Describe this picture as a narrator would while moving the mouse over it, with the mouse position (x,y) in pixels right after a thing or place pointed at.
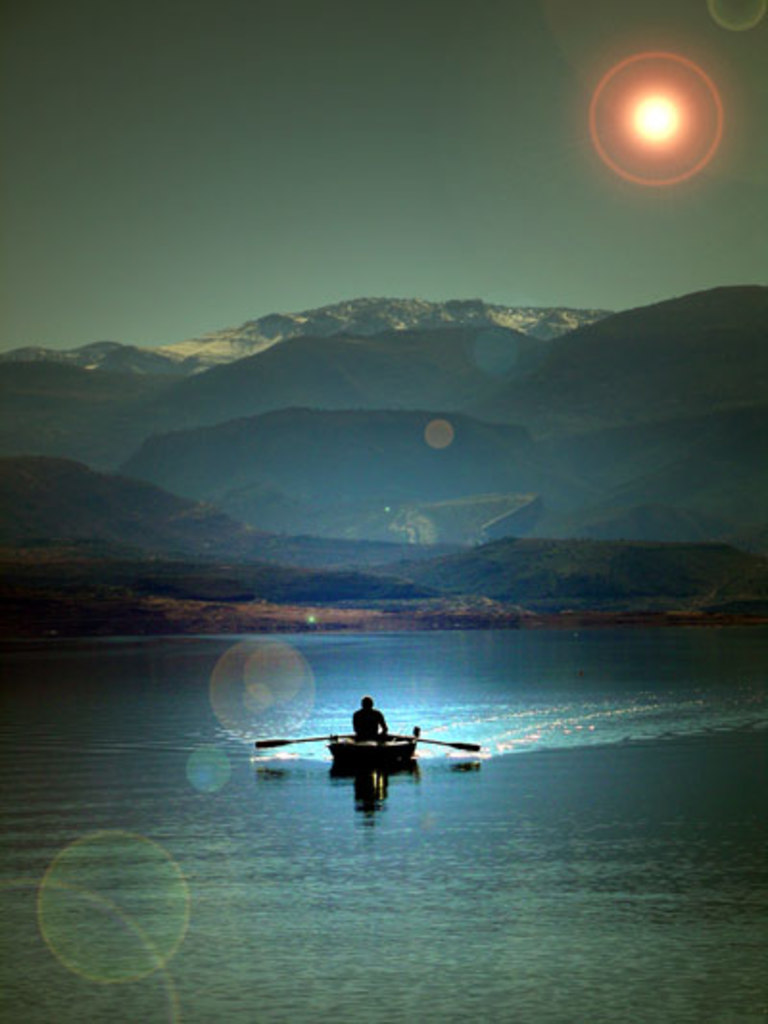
There is a person (376,723) sitting in boat (377,742) which is on the water (426,721) and there is a stick (346,737) on either sides of him and there are mountains (348,563) in the background (305,396).
